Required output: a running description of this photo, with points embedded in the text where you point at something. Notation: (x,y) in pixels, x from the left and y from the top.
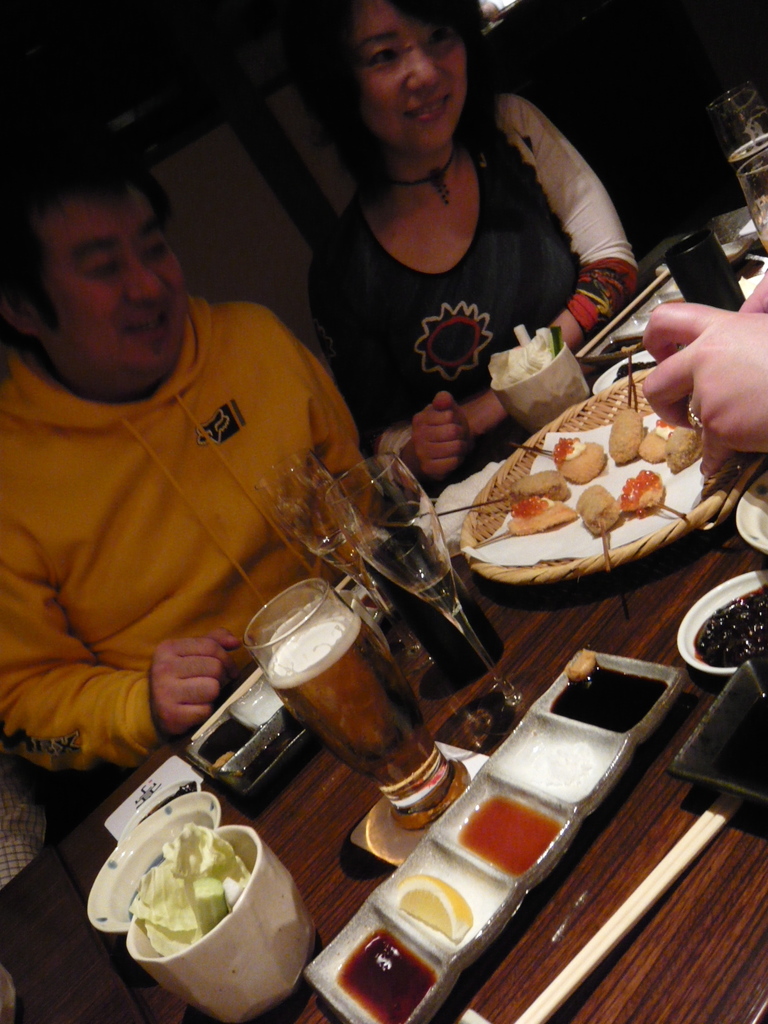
There is a man (277,345) and a woman (346,280) sitting. In front of them there is a table (148,771). On the table (435,729) there are glasses (355,615), tray (543,577) with food item (596,450), bowls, another tray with different sauces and many other things (215,857).
